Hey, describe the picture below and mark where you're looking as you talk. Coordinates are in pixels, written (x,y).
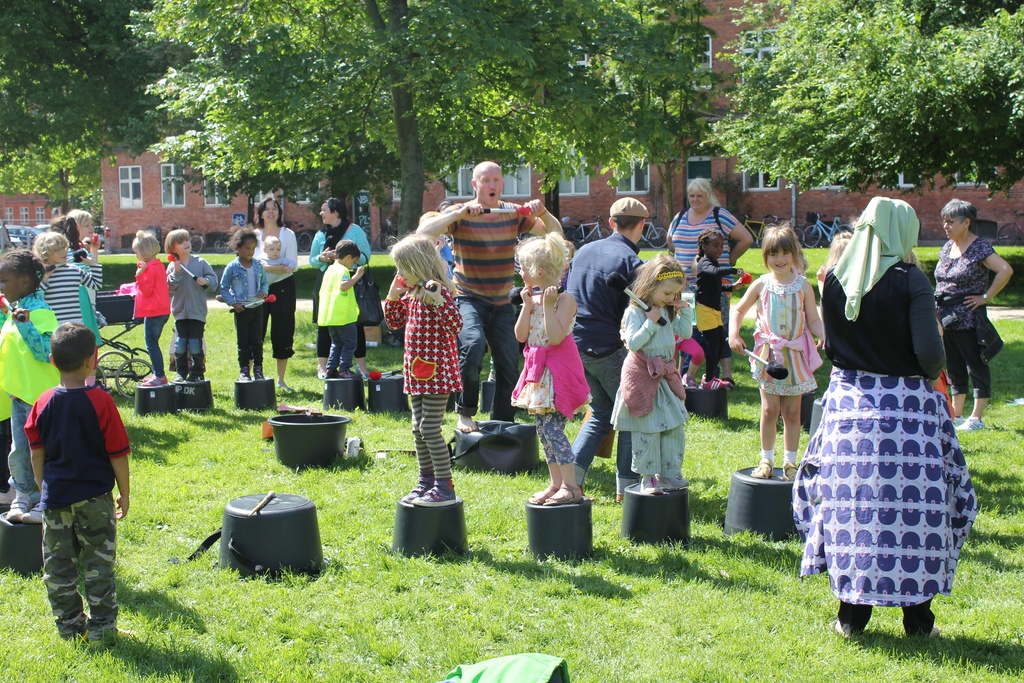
In this image there are a group of people (477,311), and there are some children (427,333) and some of them are standing on buckets (760,492). At the bottom (334,602) there is grass (674,578), and on the grass (297,587) there are some objects (267,536). And in the background (182,161) there are houses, trees (849,141), cycles (802,236) and vehicles (8,229).
